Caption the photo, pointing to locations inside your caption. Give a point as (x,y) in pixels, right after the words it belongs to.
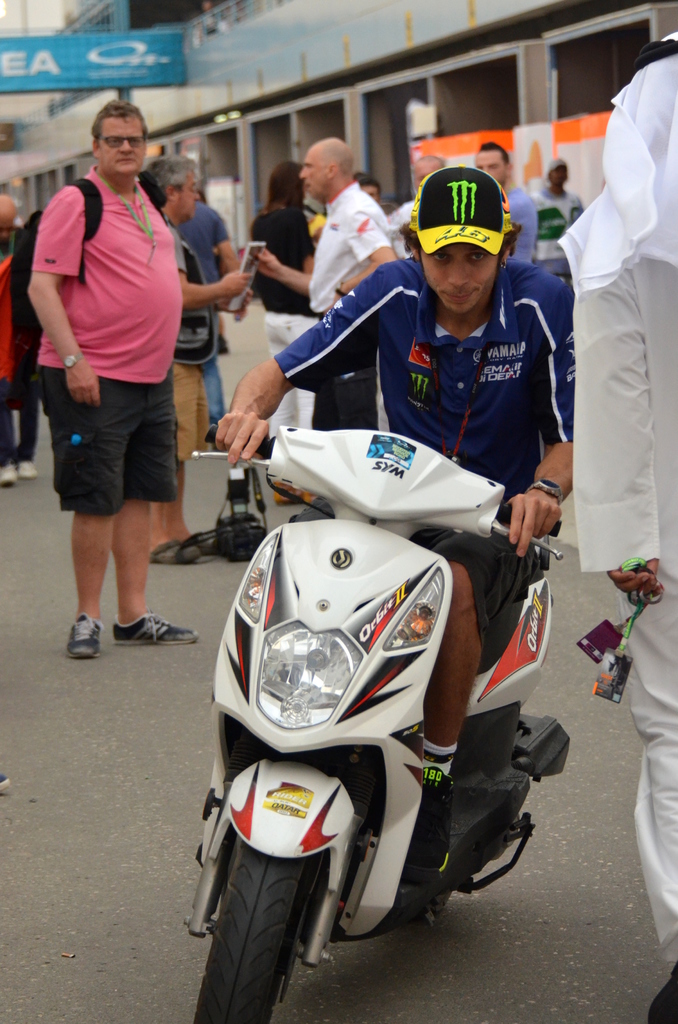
This picture is clicked outside the city. In front of the picture, we see a man (477,403) in blue t-shirt (450,358) wearing yellow cap (444,230) is riding bike (311,697). Behind him, we see many people (364,188) standing on road (242,331). The man (106,308) on the left corner of the picture (114,296) is wearing pink t-shirt (106,296) and black backpack (22,313). Behind him, we see a building (238,72) and on top of it, we see a board (79,52) in blue color.
